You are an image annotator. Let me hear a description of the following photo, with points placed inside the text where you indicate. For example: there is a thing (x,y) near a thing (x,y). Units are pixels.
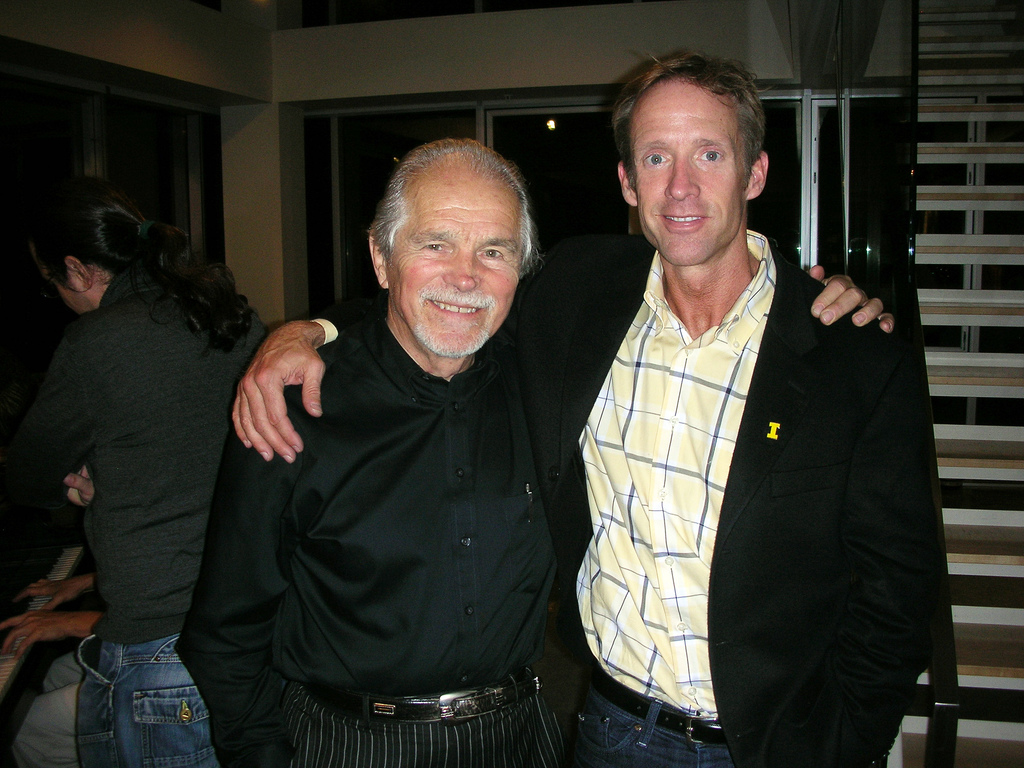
In this image I can see a person (446,545) wearing black colored dress (417,574) and another person (647,479) wearing yellow shirt (675,448), black blazer (807,411) and jeans (665,751) are standing and smiling. In the background (92,419) I can see another person (178,368) standing, the wall (250,141), few windows (446,127) and a person (25,732) sitting in front of the piano (43,570).
